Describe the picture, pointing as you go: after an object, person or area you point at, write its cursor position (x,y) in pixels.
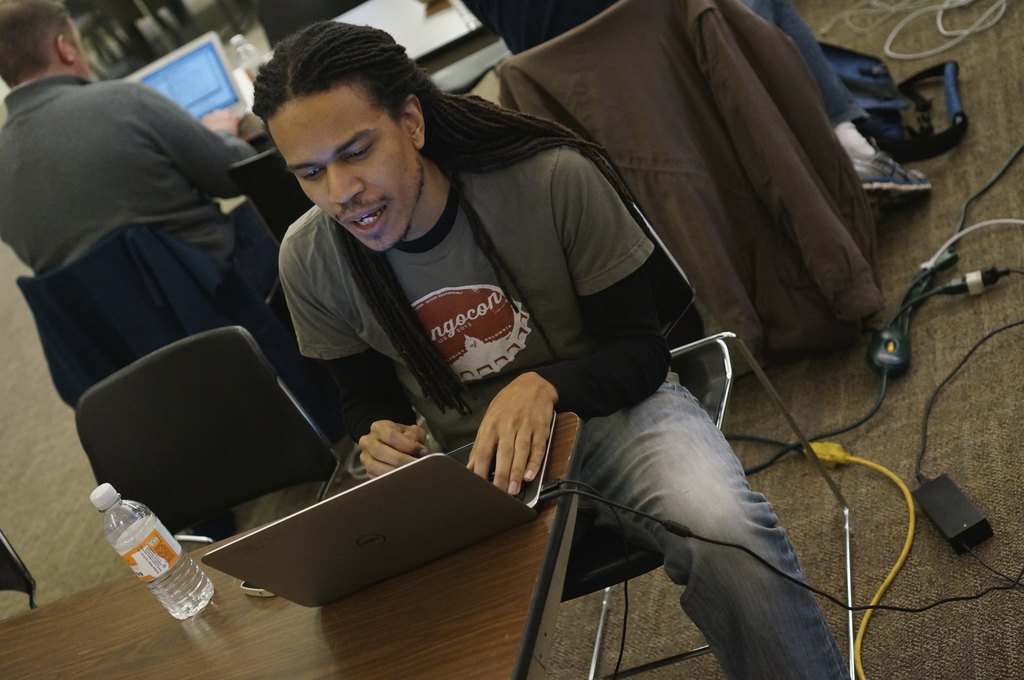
In this image I can see man (378,250) is sitting on a chair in front of a table (200,559). On the table (217,576) I can see a plastic bottle (162,553), laptop (434,508) and other objects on it.
